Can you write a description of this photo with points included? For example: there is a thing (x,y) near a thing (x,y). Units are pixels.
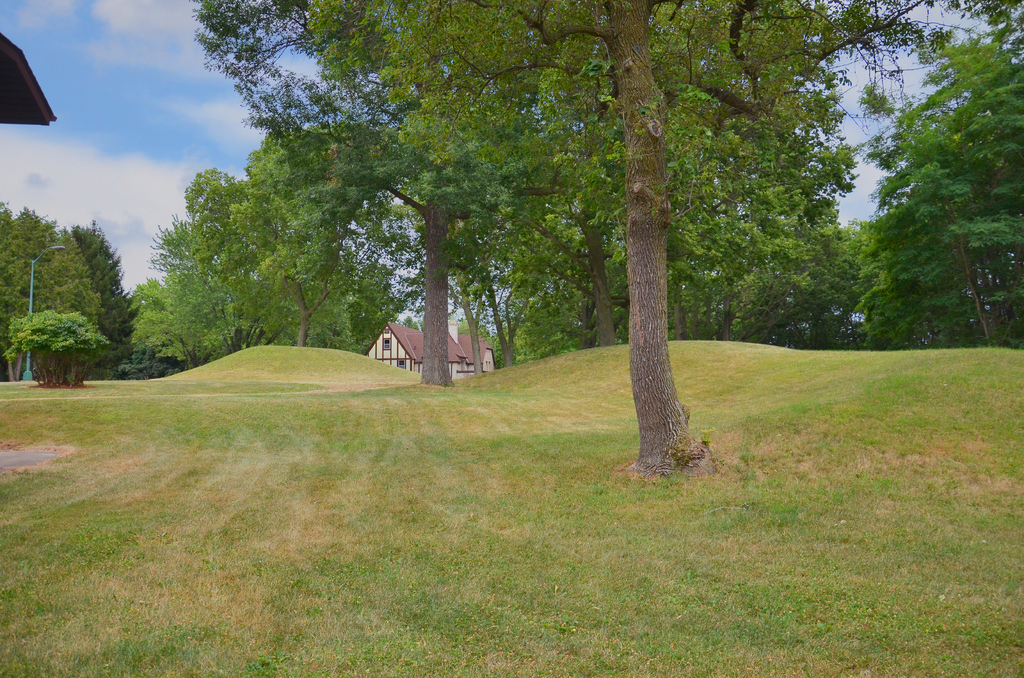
In the image we can see there is a ground (403,500) covered with grass (339,520) and there are lot of trees (582,204). Behind there is a building (398,359).
